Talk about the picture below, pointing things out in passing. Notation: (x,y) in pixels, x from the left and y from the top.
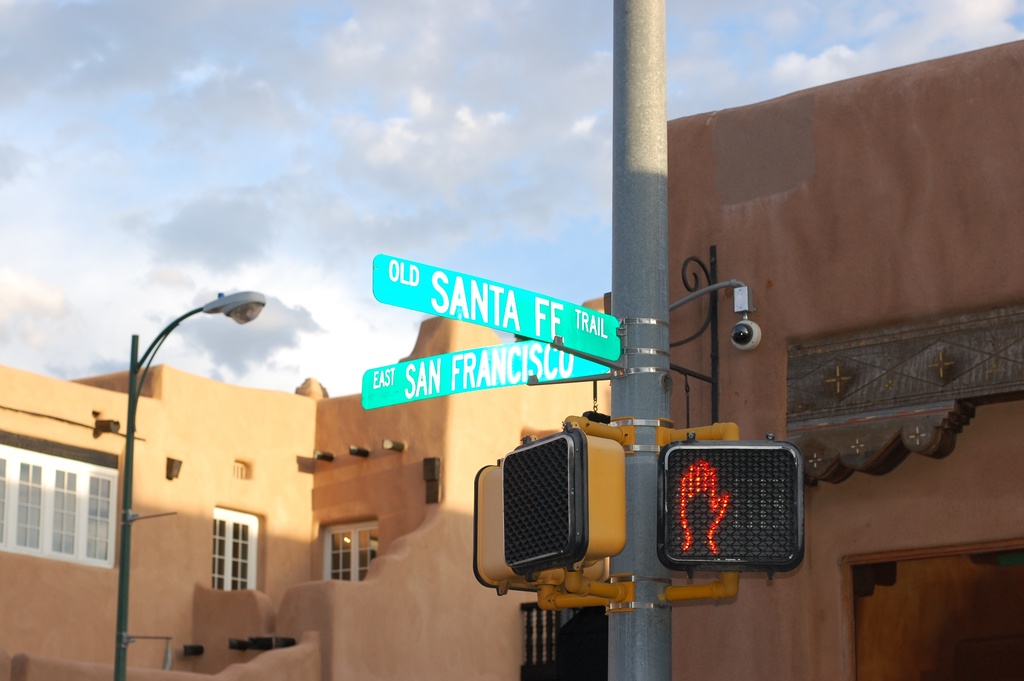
In this picture we can see name boards (426,292) and signals (586,478) attached to a pole (634,43), street light (131,478), buildings (24,463) with windows (245,524) and in the background (216,332) we can see the sky (438,128) with clouds (279,236).
